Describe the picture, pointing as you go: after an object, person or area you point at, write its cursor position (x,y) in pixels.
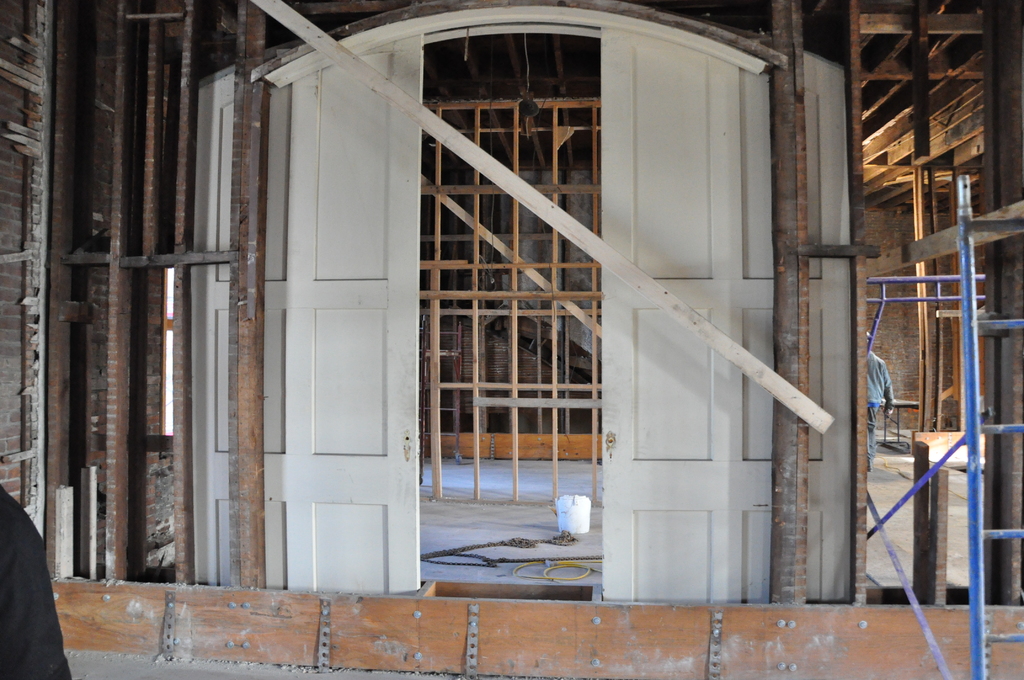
In the picture I can see white color doors (672,413), ceiling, a person (890,391), wall (909,268) and some other objects (593,414). This is an inside view of a building (383,375).
